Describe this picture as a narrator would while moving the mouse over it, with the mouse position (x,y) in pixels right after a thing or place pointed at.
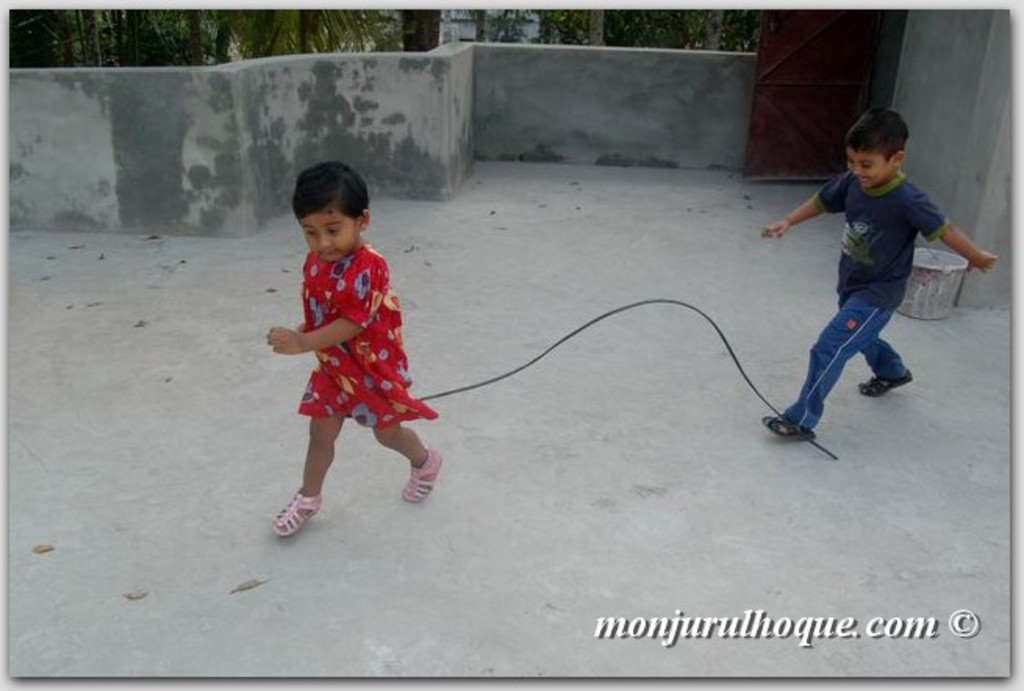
This is an edited image. I can see two kids (840,345) walking and there is a bucket (917,319). In the background (583,105), I can see a door (760,74), wall (381,133) and trees (402,33). At the bottom right side of the image (925,625), I can see a watermark (760,640).
